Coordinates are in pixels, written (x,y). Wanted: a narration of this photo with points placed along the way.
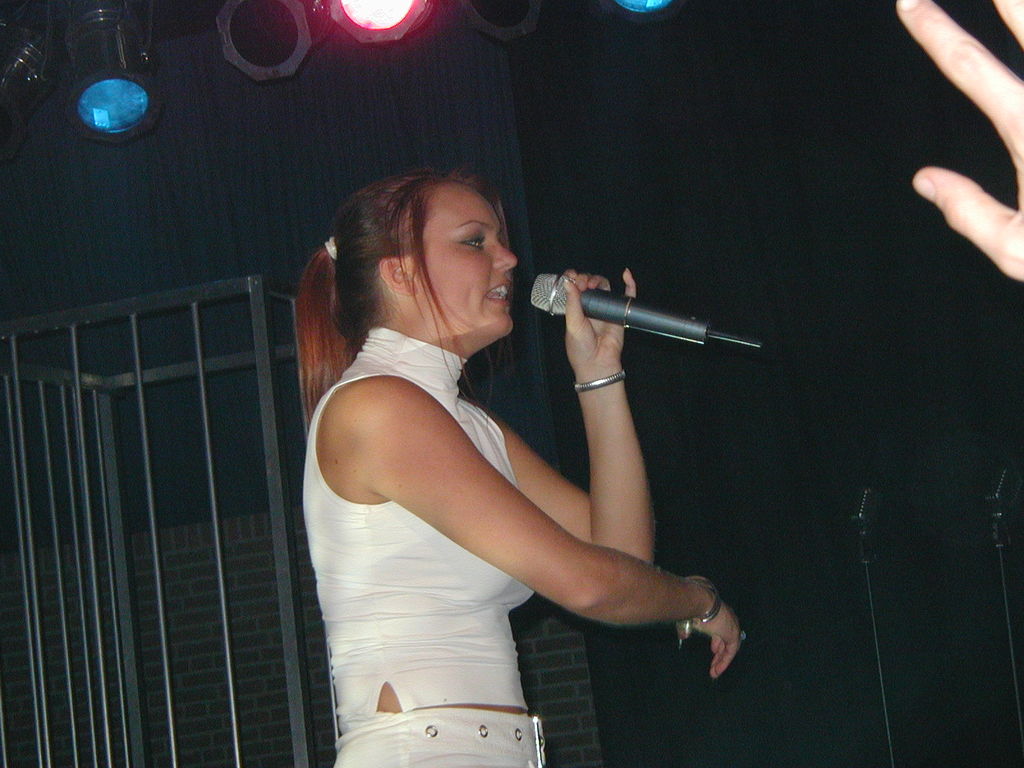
In this image I can see a person (409,434) wearing white dress (420,591) and holding a mic (586,299). To the right (939,41) there are three fingers (941,173) of the person (974,208). In the background (382,20) there are lights (388,34) and the rod (127,603).
